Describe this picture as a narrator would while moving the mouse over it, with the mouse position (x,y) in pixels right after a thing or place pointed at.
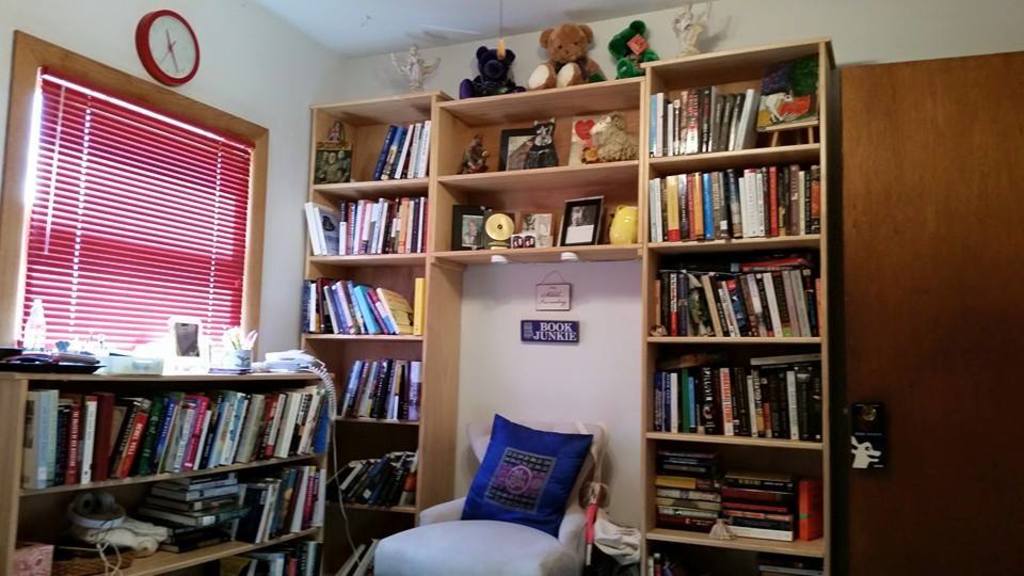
In the image there is a chair (442,566) and around the chair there are many shelves (564,188), in the shelves (360,440) there are a lot of books (140,463) and frames (511,152) and other toys (586,162) are kept, on the right side (849,366) there is a door (876,198) and on the left side (112,120) there is a blind (44,157) in front of the window (113,78), above the window (16,193) there is a clock (165,29) fit to the wall (246,35).
